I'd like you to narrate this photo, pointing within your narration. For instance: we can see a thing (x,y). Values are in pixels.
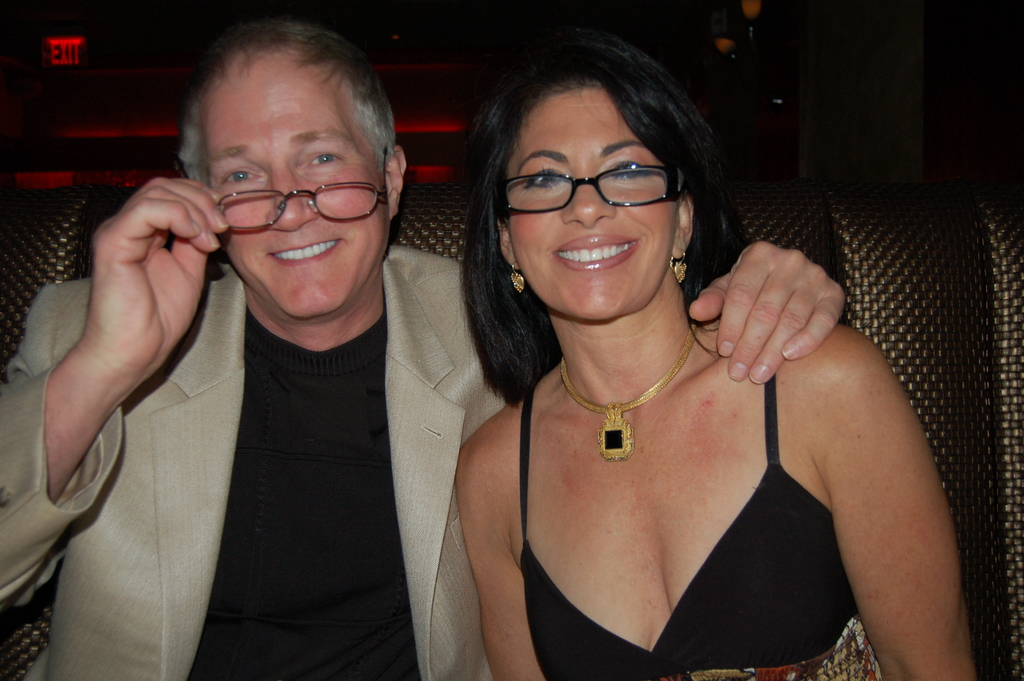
In this image there are two people (526,251) wearing goggles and sitting in a sofa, there is some lighting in the background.
